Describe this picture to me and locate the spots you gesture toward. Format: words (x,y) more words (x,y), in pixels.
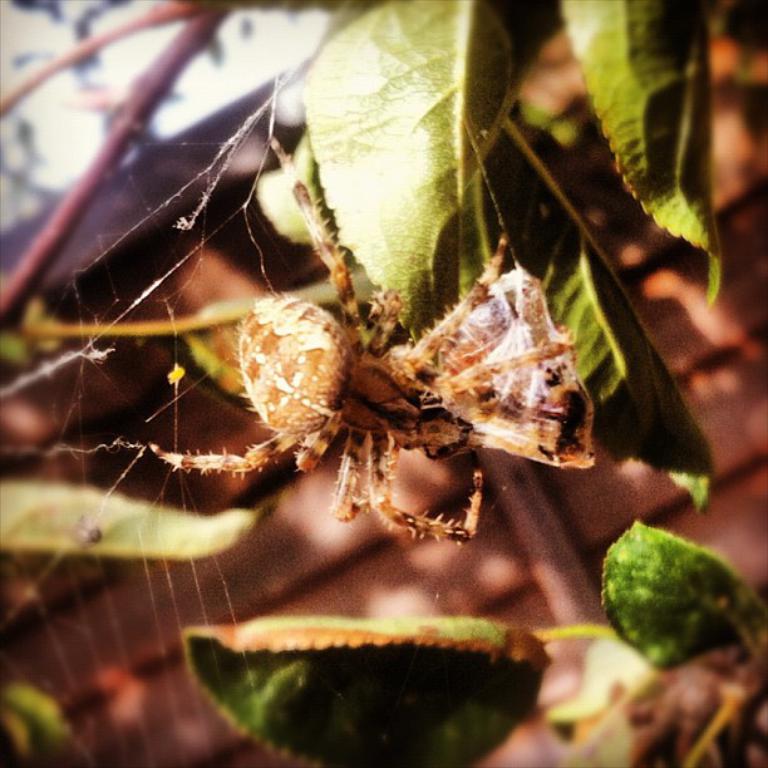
Here we can see spider (371,370), spider web (101,258) and leaves (449,216). Background (93,249) it is blur.
